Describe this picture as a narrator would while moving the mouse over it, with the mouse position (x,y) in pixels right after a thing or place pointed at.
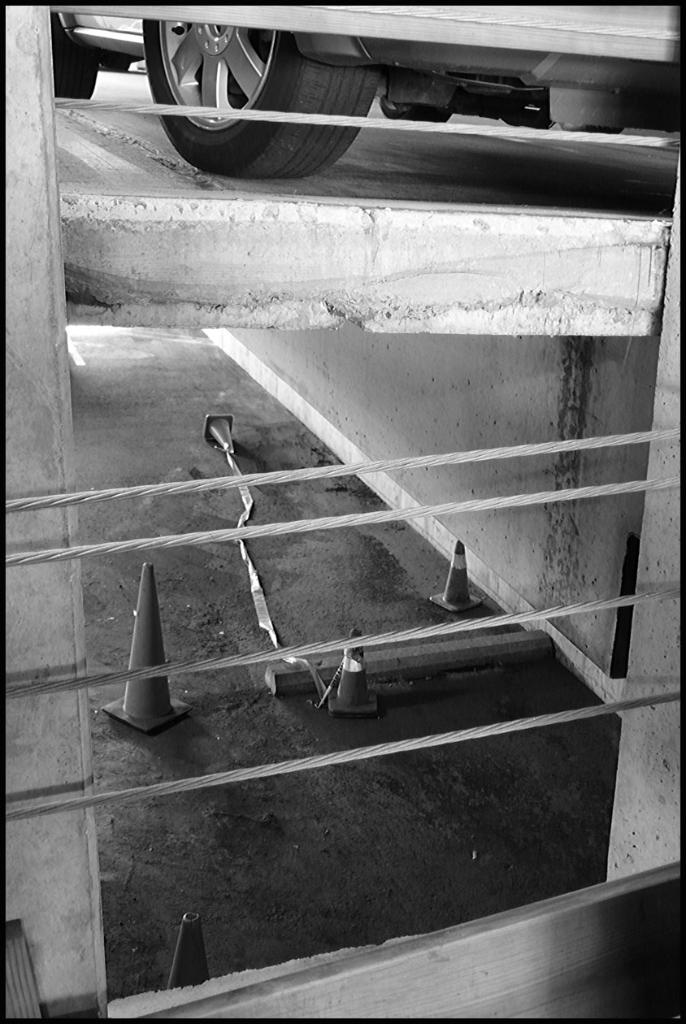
In this image we can see a vehicle (453,98) at the top of the image (505,106). There are few walls (446,397) in the image. There are few road safety cones (460,565) in the image. There are few cables (69,801) in the image.
